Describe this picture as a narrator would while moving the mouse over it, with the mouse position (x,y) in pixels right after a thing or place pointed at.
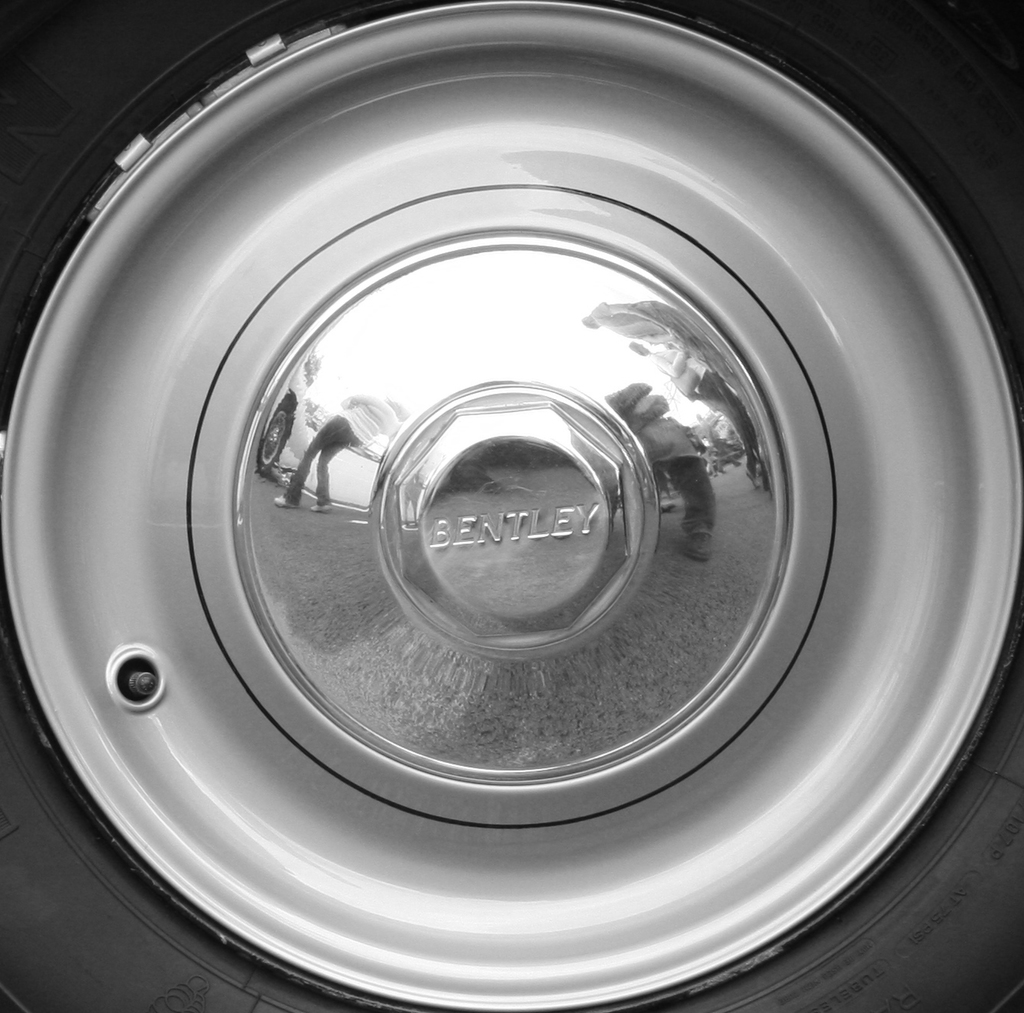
In this image we can see a wheel (768,741) of a vehicle (710,565). On the alloy (560,782) we can see the reflection (300,383) of persons (707,453) and we can see some text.
